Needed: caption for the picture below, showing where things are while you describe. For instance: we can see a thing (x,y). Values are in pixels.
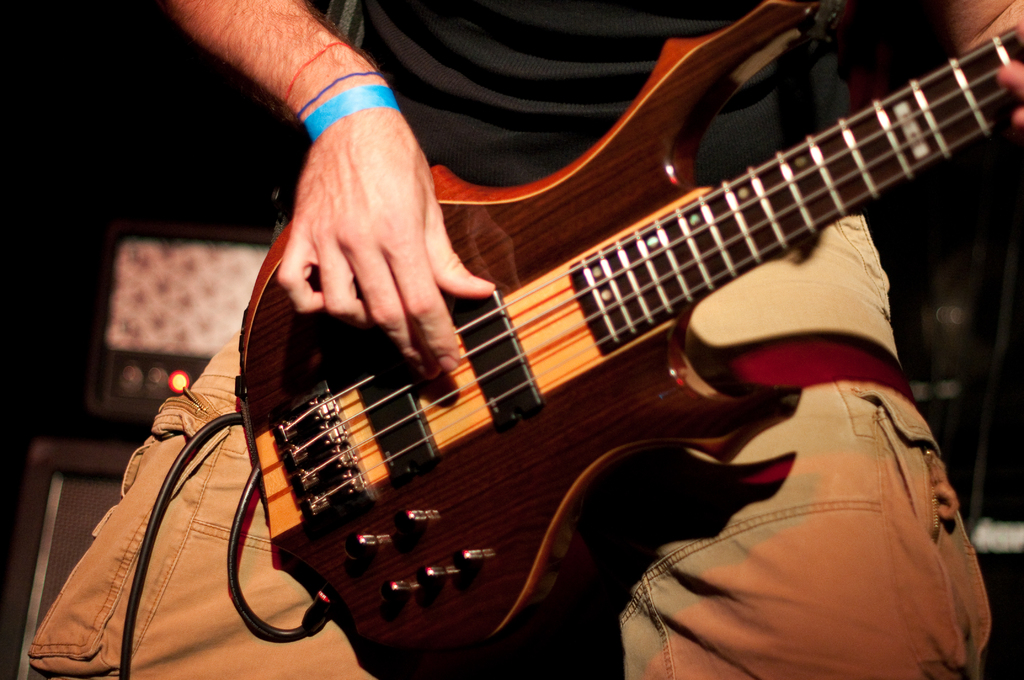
As we can see in the image there is a man (342,632) holding guitar (603,372).
